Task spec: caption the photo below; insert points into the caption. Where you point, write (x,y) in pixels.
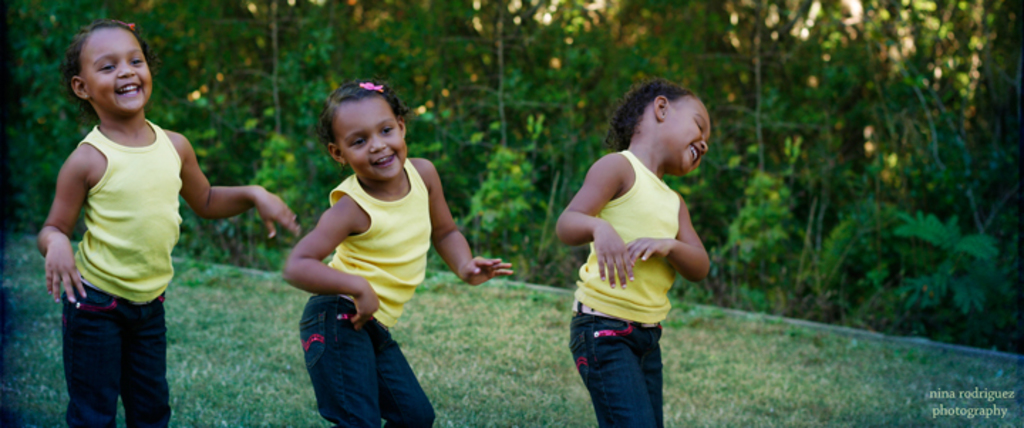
In this picture I can see 3 girls (103,119), who are standing in front (122,145) and I see that they're smiling and they're wearing same dress (409,222). In the background (242,335) I can see the grass (733,400) and the trees (310,133). On the right bottom corner of this picture (1011,409) I can see the watermark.
